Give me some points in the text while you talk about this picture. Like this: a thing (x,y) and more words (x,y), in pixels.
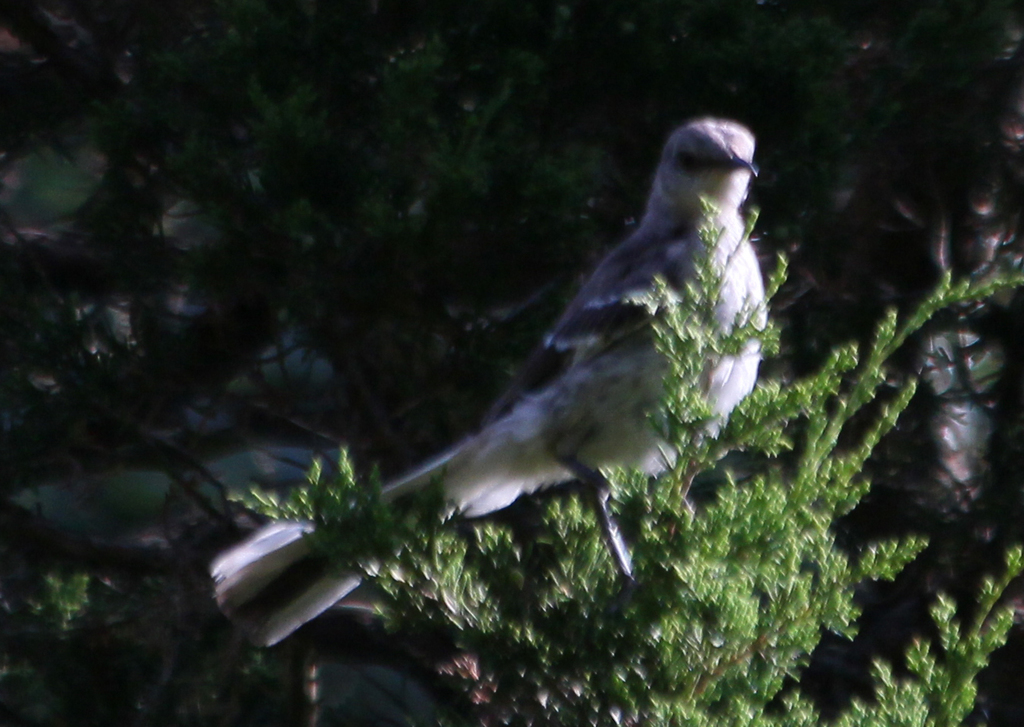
In the center of the image (504,463) we can see a bird (551,356) on the tree (653,488).
